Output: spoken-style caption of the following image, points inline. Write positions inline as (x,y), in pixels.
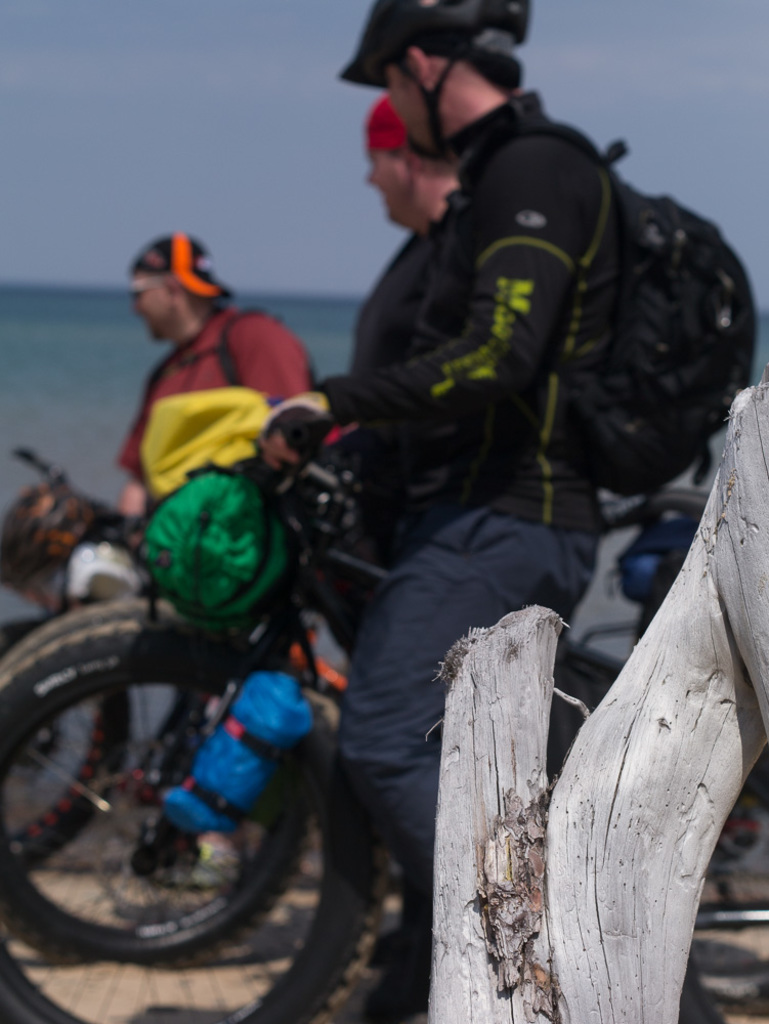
In this image we can see three persons (332,406). In front (468,363) the person (451,527) is sitting on the bicycle (231,648) wearing a backpack (696,302) and a helmet (439,35). At the background (166,185) we can see a sky (183,144) and a water (133,373).
